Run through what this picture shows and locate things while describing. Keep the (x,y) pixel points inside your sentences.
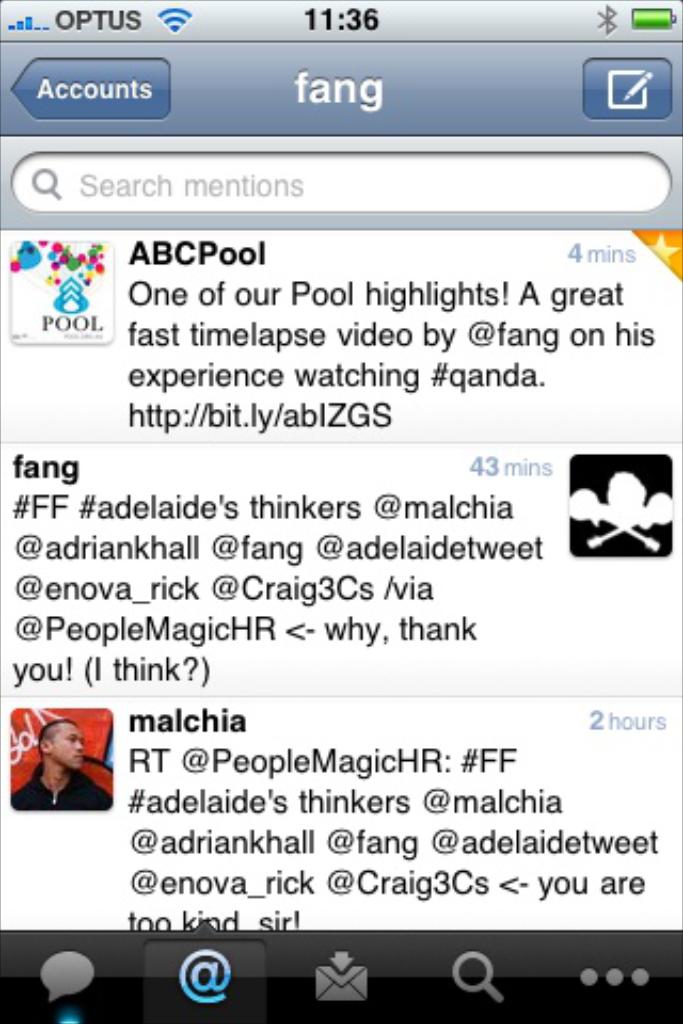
In this image we can see a screenshot of a phone screen (291,643). There is some text (212,621) and logos (63,963). There is an image (72,736) of a person (51,778).
